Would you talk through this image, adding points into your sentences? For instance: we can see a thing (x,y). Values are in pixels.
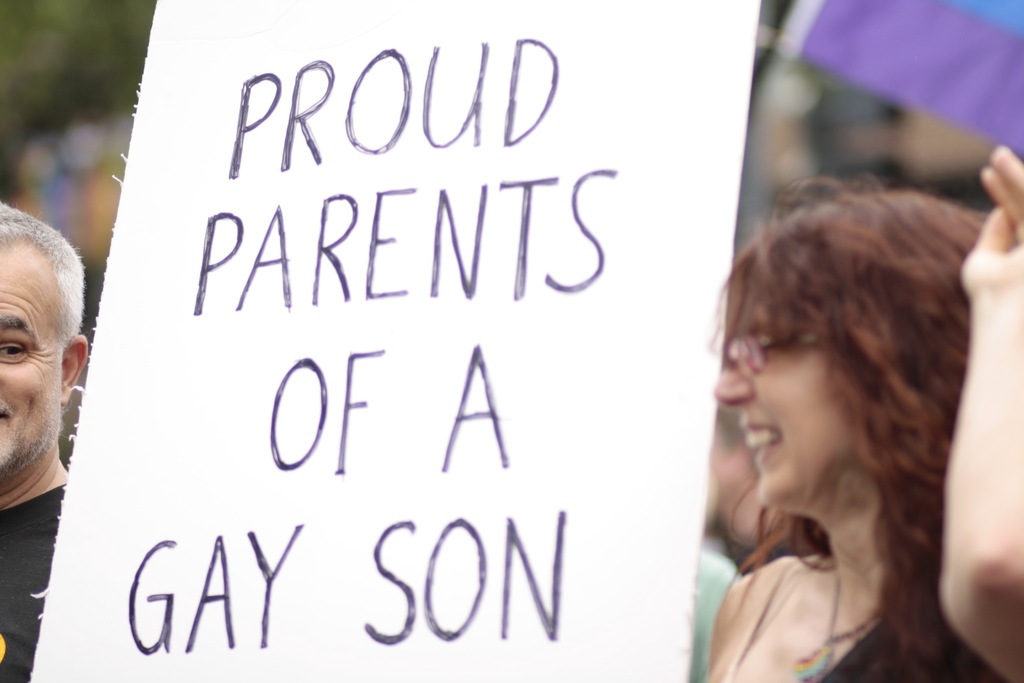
In this picture I can see a man (57,331) and a woman (823,460) standing and I can see a board (123,393) with some text (349,381) and I can see a flag (901,85), looks like few people (745,484) standing on the back (739,496).
